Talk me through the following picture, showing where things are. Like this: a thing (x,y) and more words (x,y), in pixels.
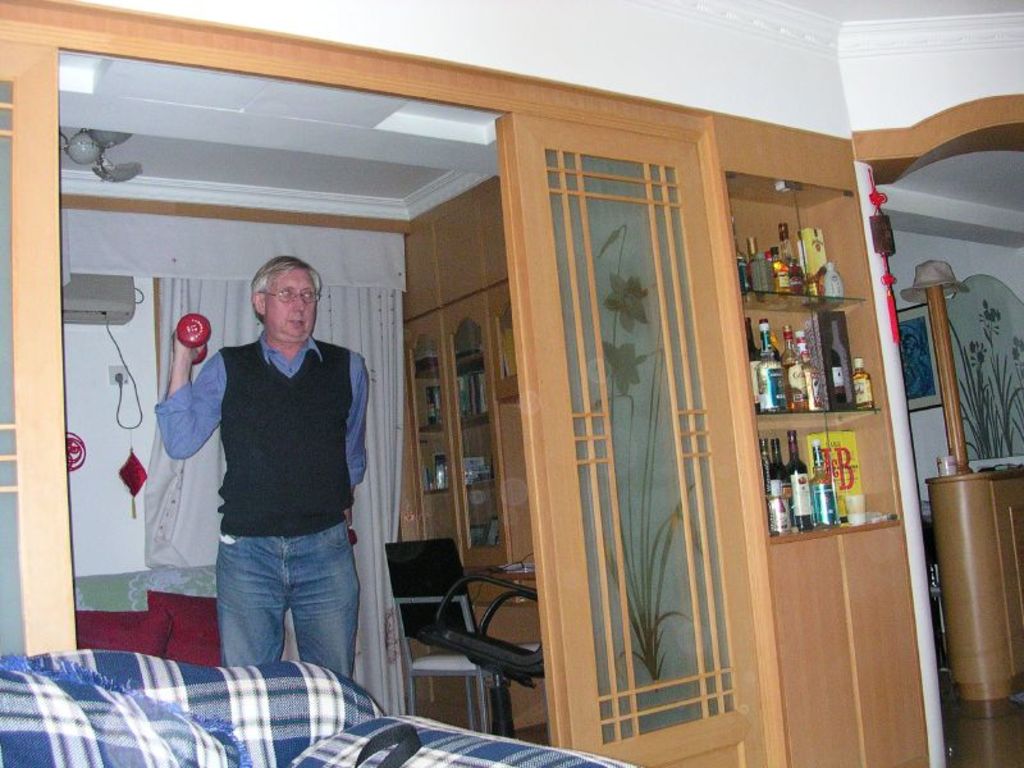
The picture is taken in a house (779,765). In the foreground (521,751) there is a couch (539,757). Towards left (185,609) there are chairs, couch (154,604), pillows (160,632), curtains (161,299), air conditioner (102,297), fan (98,163) and a person (271,356) holding dumbbells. In the center of the picture (599,322) there are bottles (800,478), door (529,415), closet (471,438) and other objects (445,480). On the right (1008,566) there are frame (919,337), hat (947,283) and other objects (974,396).
